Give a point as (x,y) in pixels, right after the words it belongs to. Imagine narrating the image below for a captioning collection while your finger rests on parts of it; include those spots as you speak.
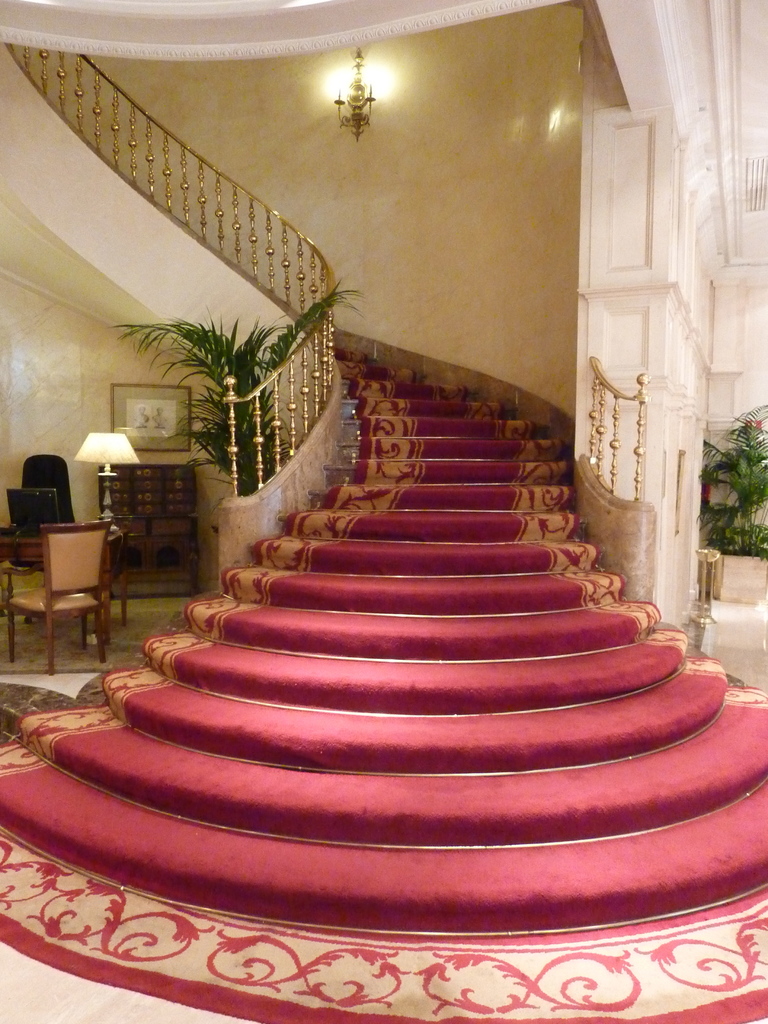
In this image there is a staircase (412,388) with carpet strips (342,552), and there are plants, chair (67,573), monitor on the table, lamp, frame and light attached to the wall (47,440).
